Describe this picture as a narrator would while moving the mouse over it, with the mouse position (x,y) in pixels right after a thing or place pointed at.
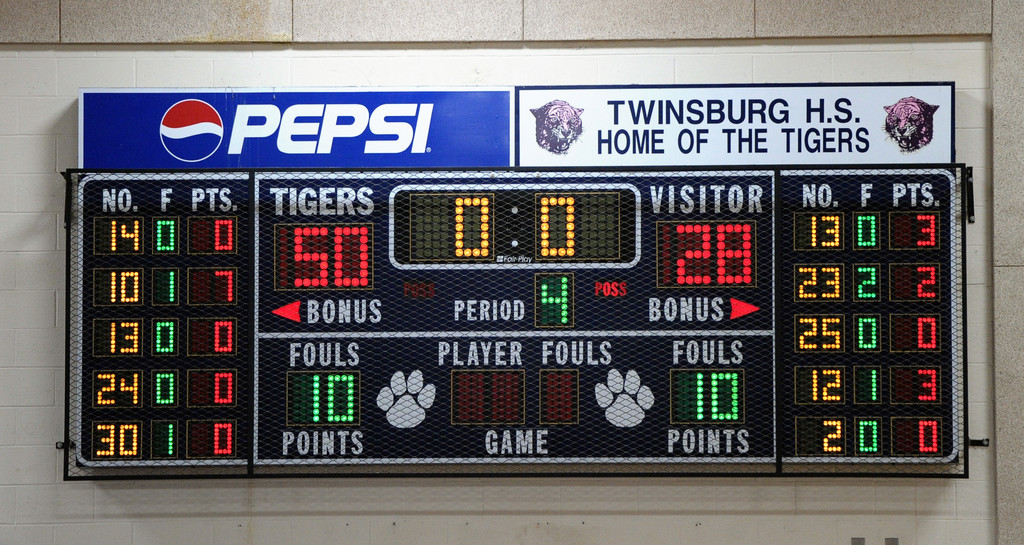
In this image I can see a screen (687,187) and I can see few numbers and something is written on it. The screen (914,342) is attached to the white color wall (45,164). Back I can see white and blue color board (571,118) attached to the wall (729,61).
